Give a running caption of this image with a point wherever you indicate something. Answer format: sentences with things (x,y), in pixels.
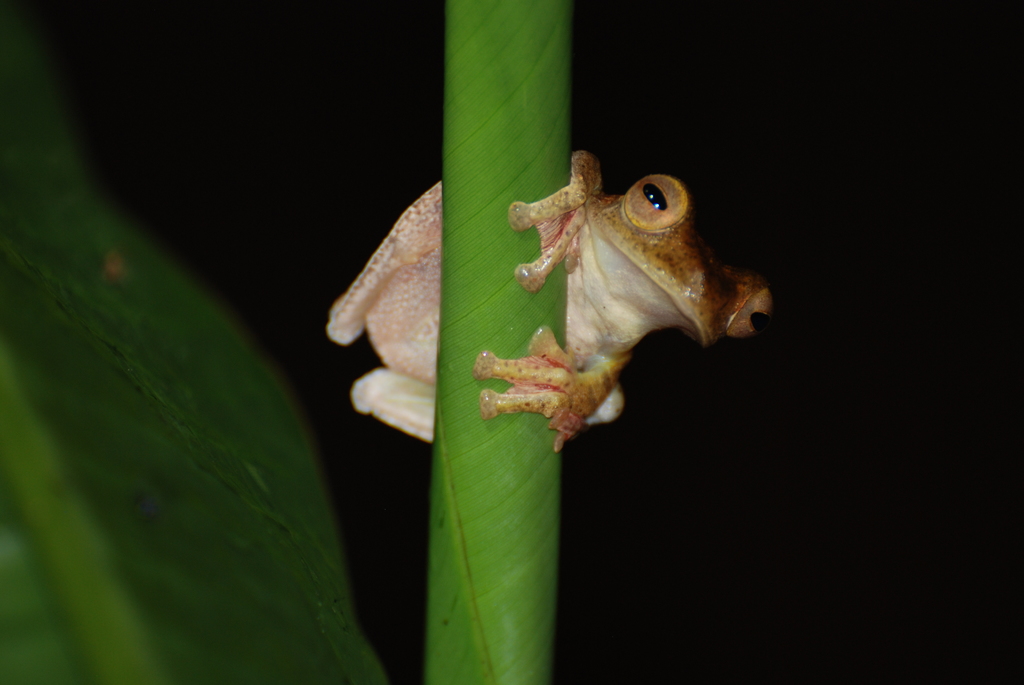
In this image we can see a frog (409,411) on a leaf (510,453).
